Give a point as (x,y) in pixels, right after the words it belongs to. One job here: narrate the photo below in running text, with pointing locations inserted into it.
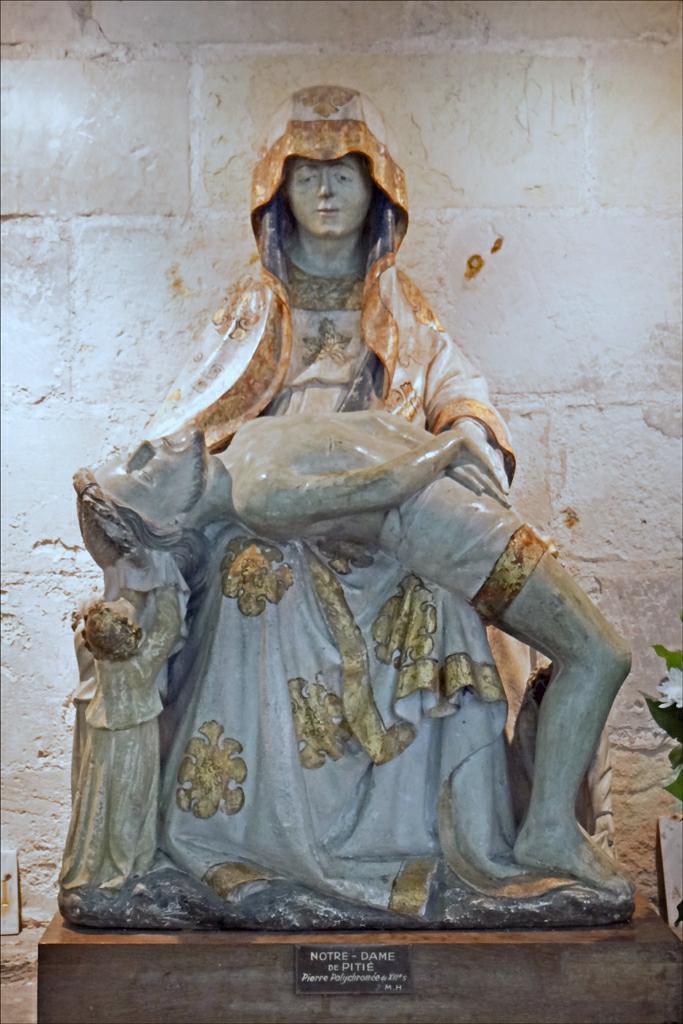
Here we can see a sculpture (388,449). Background (531,154) it is in white color.
